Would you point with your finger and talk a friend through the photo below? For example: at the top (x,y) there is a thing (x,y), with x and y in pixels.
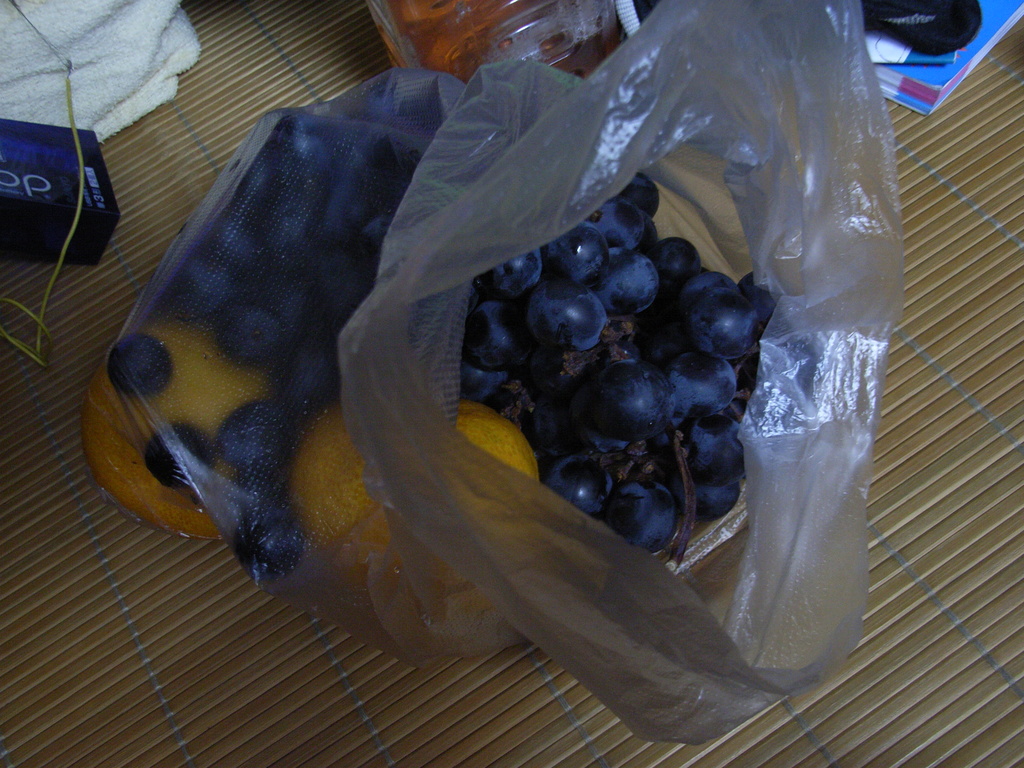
In this image, we can see the ground (61,507). We can see some food items (313,443) in a cover (204,217). We can see some objects (92,136) on the left (68,161). We can see some cloth (111,4). We can also see some objects (953,86) at the top (879,52).
